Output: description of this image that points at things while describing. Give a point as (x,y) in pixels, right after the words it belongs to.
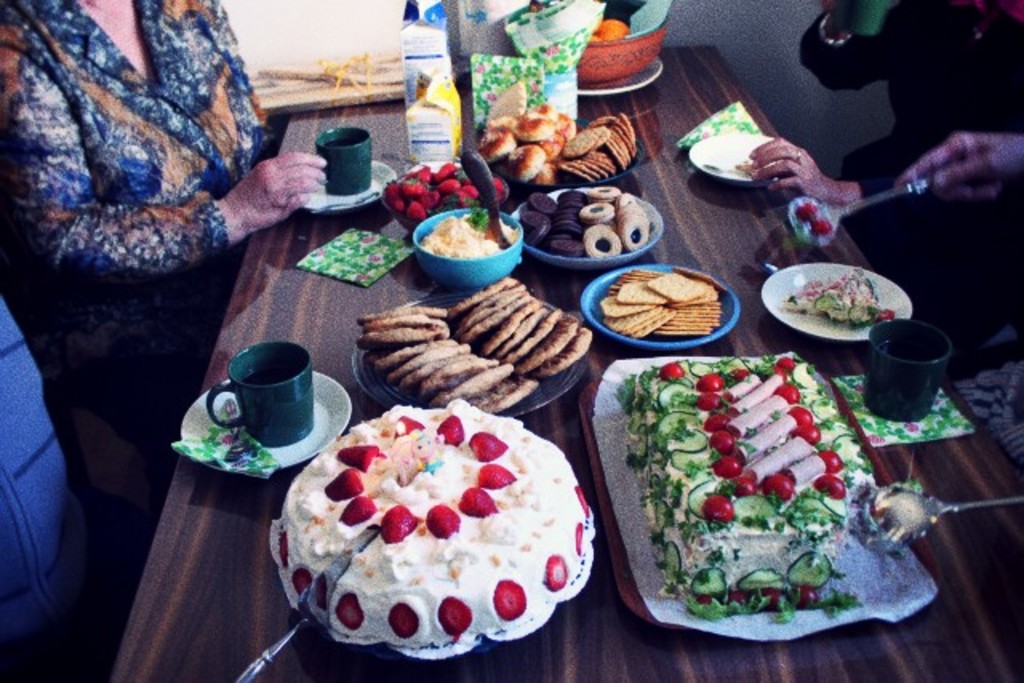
There is a table (267,264). There is a cookies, salads (674,489), fruits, saucer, cup (928,371) and biscuits (584,138) on a table (262,288). On the left side (290,184) we have a person (289,199). She is holding a cup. On the right side (863,218) we have a so many persons (873,185). They are holding a spoon (879,196) and saucer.
